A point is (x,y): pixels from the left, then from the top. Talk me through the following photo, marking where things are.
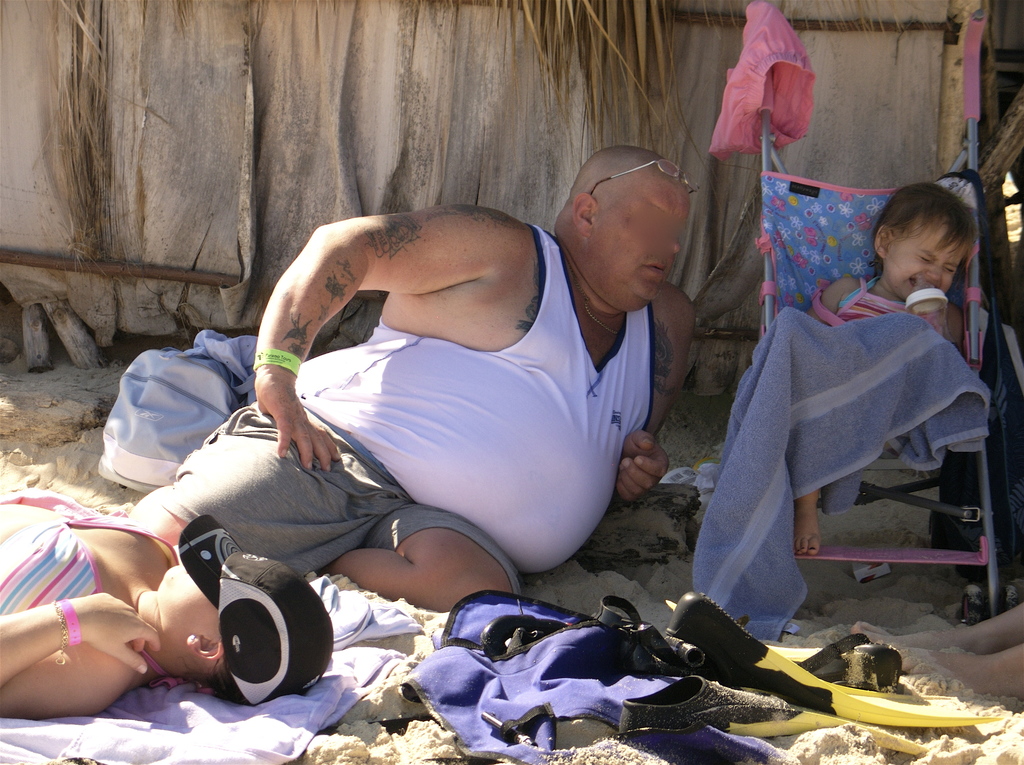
In this image I can see a person (523,429) wearing white and grey dress (438,449) and a woman (210,574) wearing black hat (241,593) are laying on the ground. I can see a baby (901,256) sitting on a chair (843,273). I can see few objects (678,666) which are violet, yellow and black in color on the ground (802,761). In the background (169,262) I can see the brown colored surface (377,100), a pink colored cloth (764,9) and few leaves (615,107) of a tree (653,109).
